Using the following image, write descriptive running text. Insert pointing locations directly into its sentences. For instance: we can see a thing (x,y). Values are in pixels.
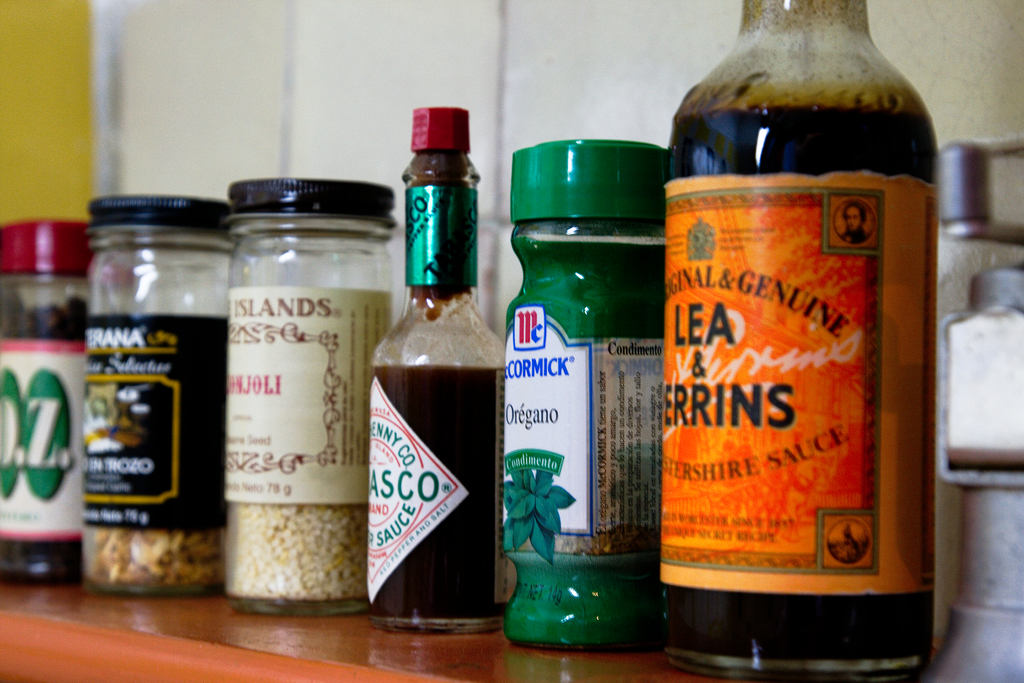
There are different bottles (300,382) kept on a table (297,635). And there are labels (378,447) for this bottles (324,438). Inside the bottle (297,514) there are some items (315,514) kept.
